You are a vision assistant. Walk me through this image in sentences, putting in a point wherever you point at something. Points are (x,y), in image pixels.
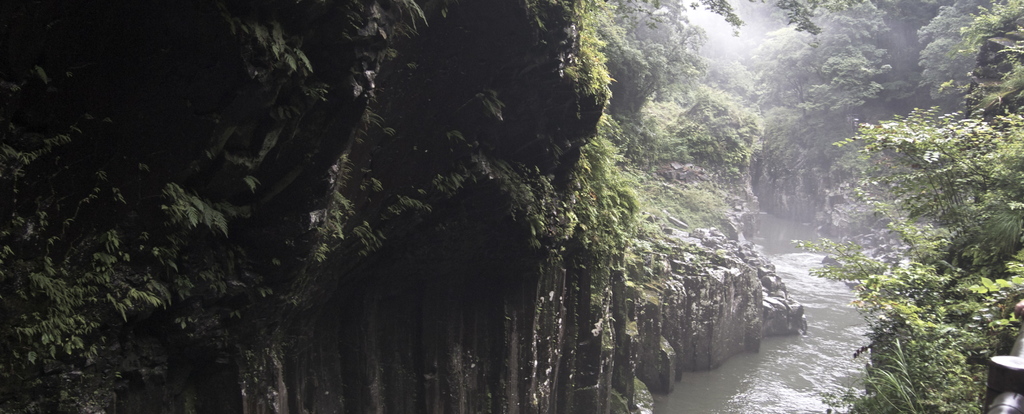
In this image we can see trees (977,114), rocks (698,176), creeper plants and a river (813,317).
